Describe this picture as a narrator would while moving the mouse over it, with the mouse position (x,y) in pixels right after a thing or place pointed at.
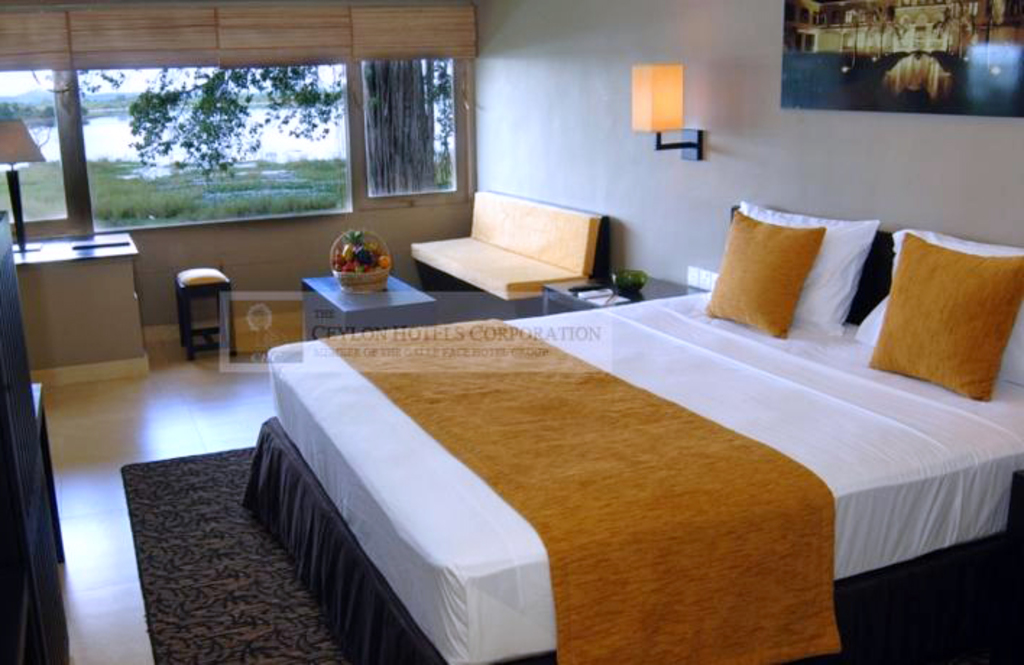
In this picture i could see a white colored bed (808,405) and the yellow pillows (923,291) in the background (875,49) there is a wall frame (915,59) hanging on the wall (870,118) and a lamp (659,100) attached to the wall (651,138), beside there is a bedside table (605,282) and beside the side table (641,290) there is a yellow color sofa (476,241) in front of yellow color sofa (429,247) there is a center piece table (385,298) on the center piece table (375,318) there is a fruit basket (349,260) and beside that there is small stool (203,278) and in the left corner (98,260) there is a table (128,277) and on that table (76,255) there is book (91,244) and lamp (14,136) and to the left corner (10,361) there is a wooden cabinet (38,438). In the middle of the picture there is a open glass window (239,156) i could see trees (186,139) grass (179,203) and water (151,159).
